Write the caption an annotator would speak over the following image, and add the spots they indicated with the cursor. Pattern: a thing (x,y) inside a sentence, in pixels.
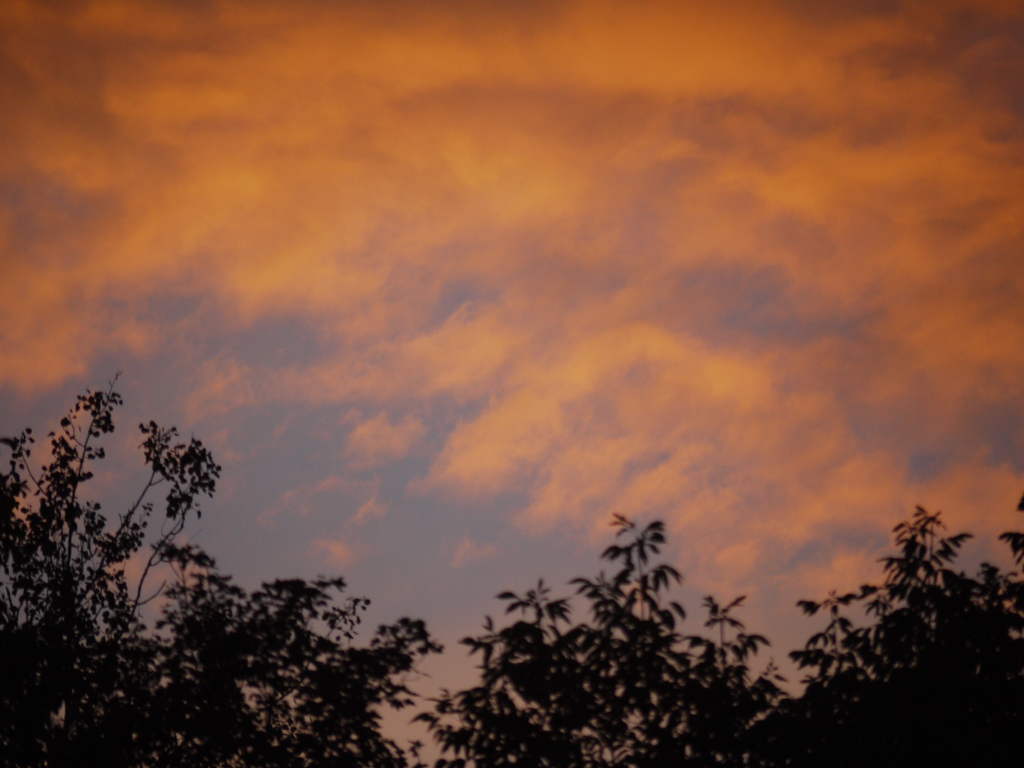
In this picture there are trees (165,546) at the bottom side of the image (1008,660) and there is sky (610,291) at the top side of the image (519,199).
